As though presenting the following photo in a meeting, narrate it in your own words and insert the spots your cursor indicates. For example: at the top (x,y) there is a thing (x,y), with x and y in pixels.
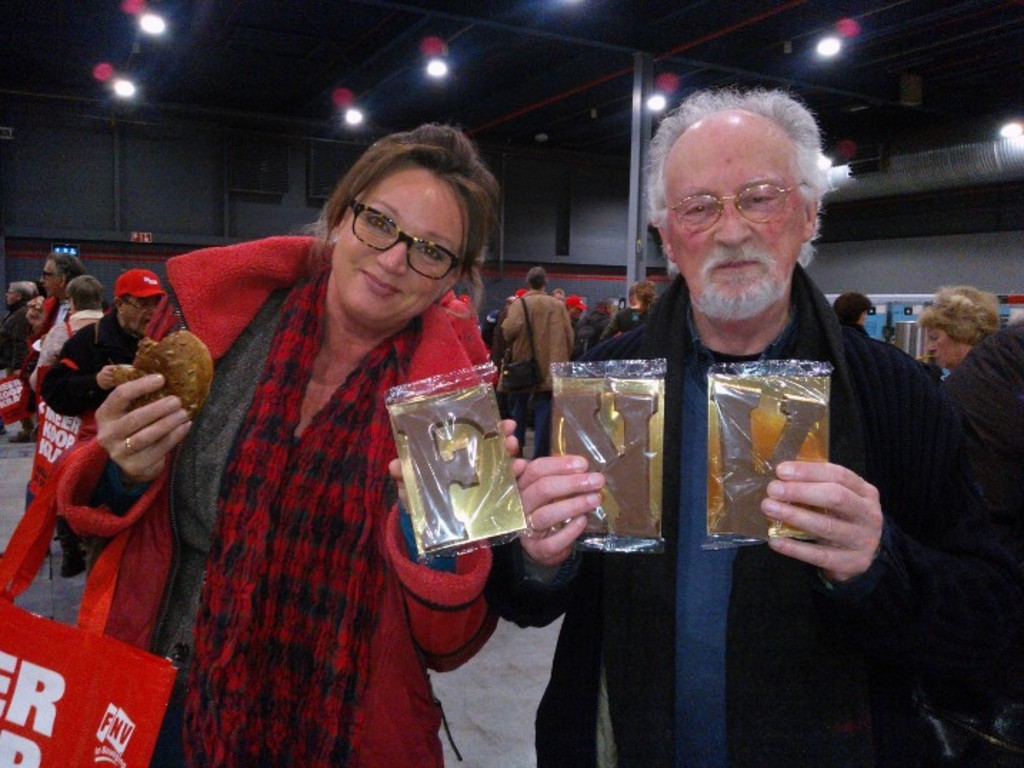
In this picture there is an old man (810,524) standing in the front (697,664) and holding the chocolate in the hand (809,551). Beside there is a woman (326,570) wearing red color jacket (388,438) standing in the front (350,450), smiling and giving a pose into the camera. Behind there are some persons (518,310) standing. On the top (264,127) we can see the shed (484,66) and some lights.
